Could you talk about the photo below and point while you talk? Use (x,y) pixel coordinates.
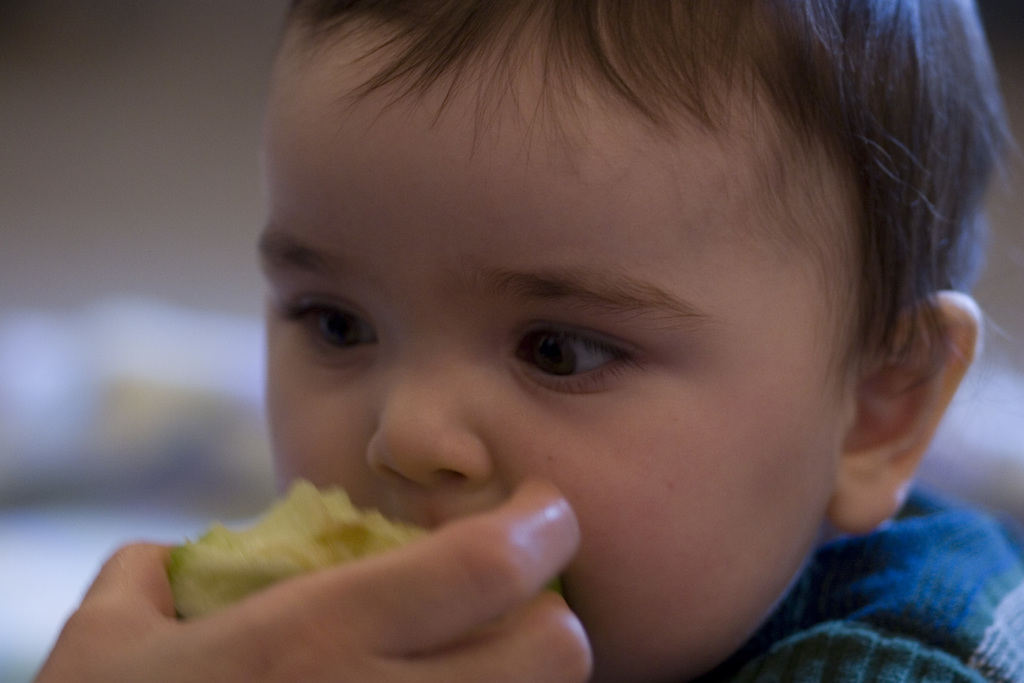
In this picture there is a boy (518,307) who is wearing blue t-shirt (853,631). On the bottom left (340,607) we can see a person's hand (359,673) who is holding an apple (279,562).
